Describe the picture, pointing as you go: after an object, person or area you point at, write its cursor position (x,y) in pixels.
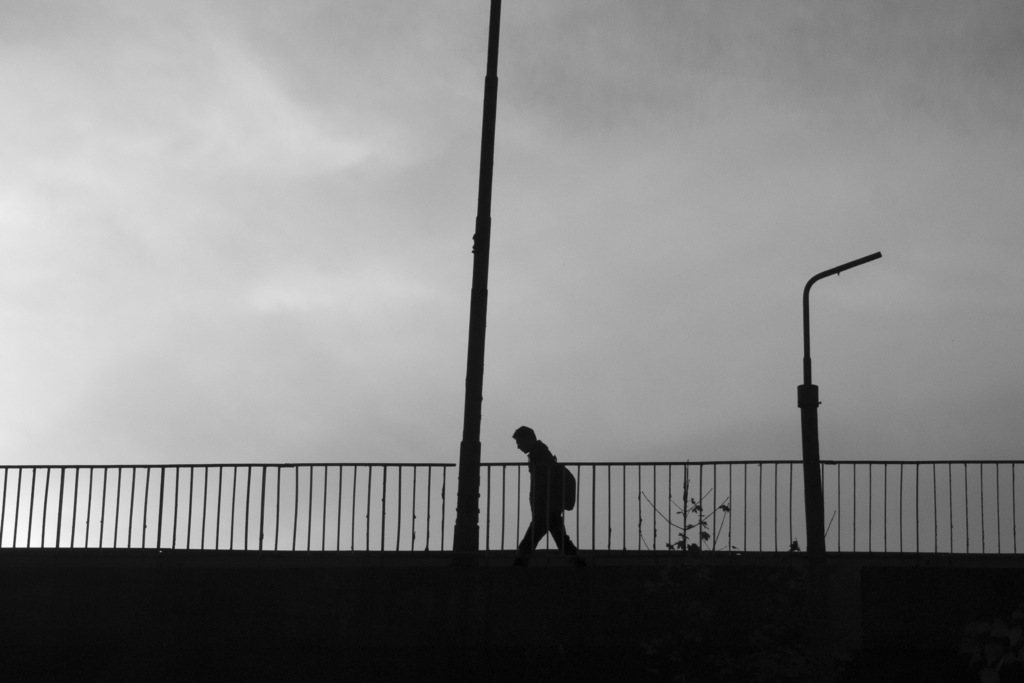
In this image, we can see a person (562,522) carrying a bag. There are some poles (803,301). We can see the fence (767,498) and some plants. We can also see the sky (667,247).
